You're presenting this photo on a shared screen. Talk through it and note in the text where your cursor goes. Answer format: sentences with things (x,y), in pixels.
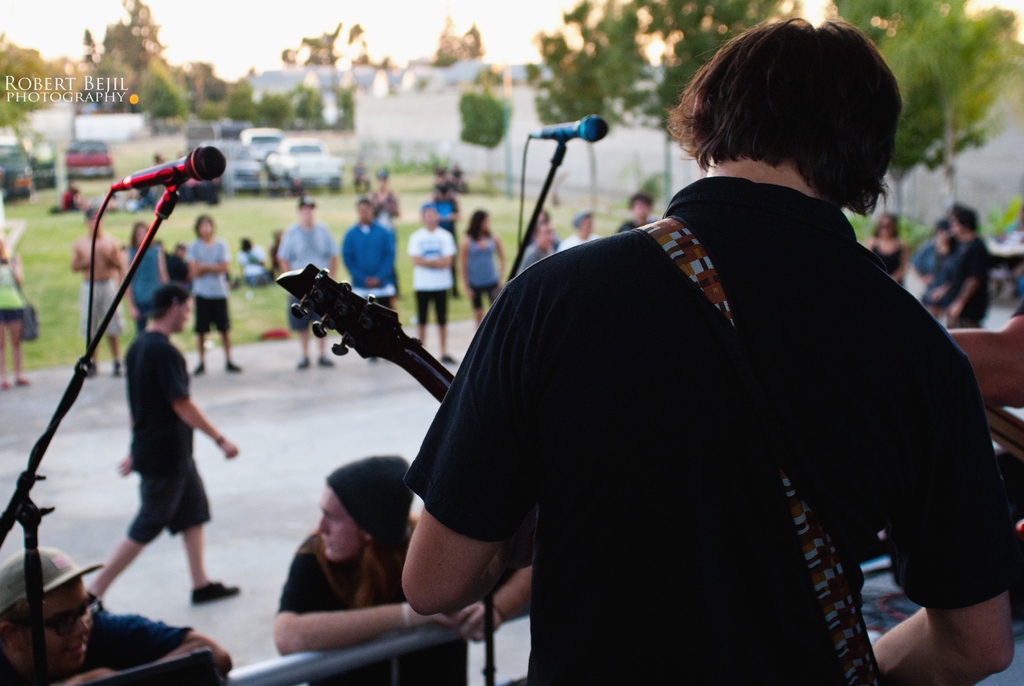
This image is taken outdoors. In the background (269,80) there are a few houses (281,77) and there are many trees (205,99) and plants (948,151) on the ground (610,197). A few cars (242,173) are parked on the ground (292,205). In the middle of the image (350,236) many people (927,247) are standing on the road (283,353) and a few (178,271) are sitting on the ground (45,220). A man (173,454) is walking on the ground (246,466). At the bottom of the image (370,654) there is a railing (400,643). A man (599,666) is standing on the stage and playing music with a guitar (430,361) and there is a mic (540,202). On the left side of the image (134,637) there is a mic (20,512) and there are two men (330,590).
